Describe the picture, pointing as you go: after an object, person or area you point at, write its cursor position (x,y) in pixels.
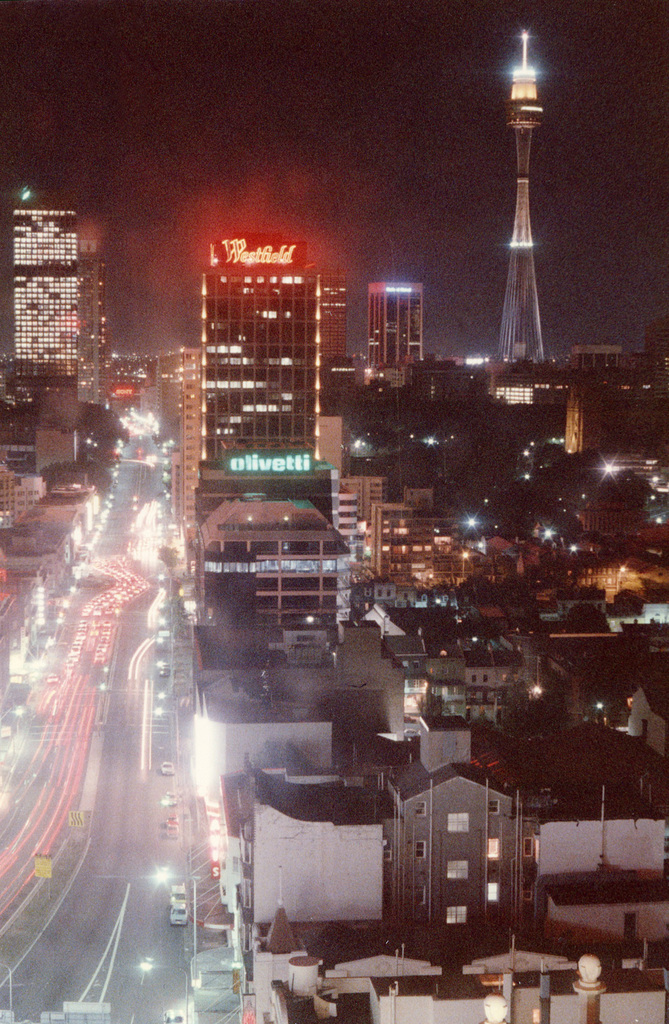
In this image there are few vehicles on the road (78,787). Right side (533,76) there is a tower (527,108) having lights (522,89). There are few buildings (393,719) and trees (447,491). Top of image (181,86) there is sky (288,165).
